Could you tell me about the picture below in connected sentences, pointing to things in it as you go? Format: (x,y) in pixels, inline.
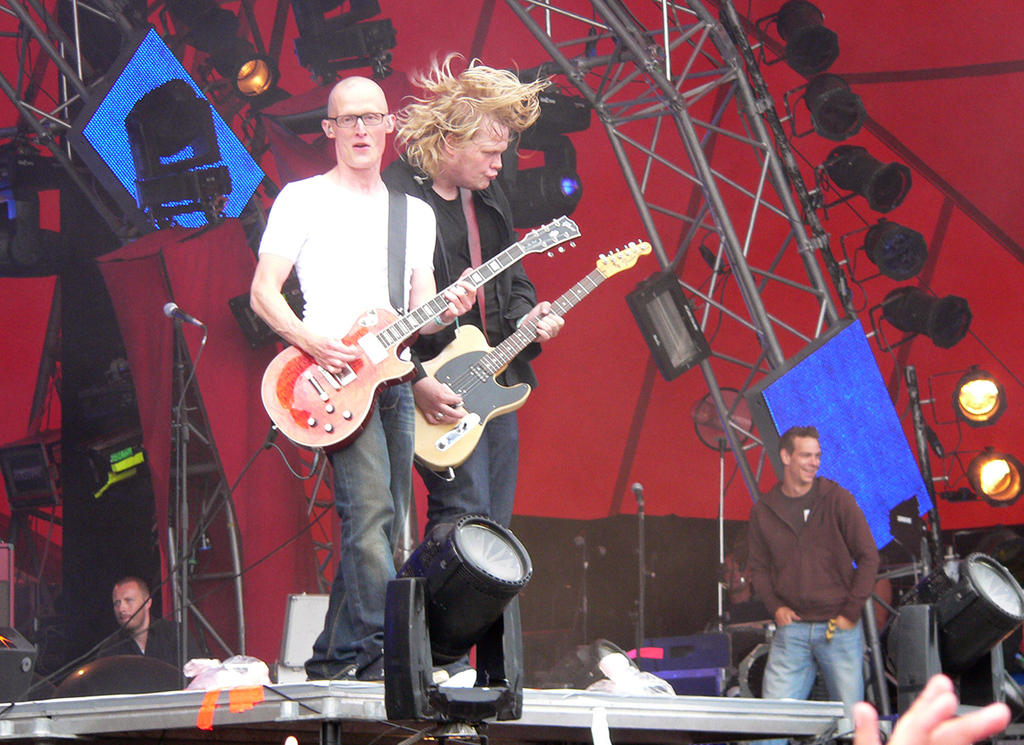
This picture describes about group of people (306,297) in the middle of the given image two people (458,271) are playing guitar (500,355), in the background (702,225) we can see metal rods (775,152), lights (916,273) and couple of microphones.
